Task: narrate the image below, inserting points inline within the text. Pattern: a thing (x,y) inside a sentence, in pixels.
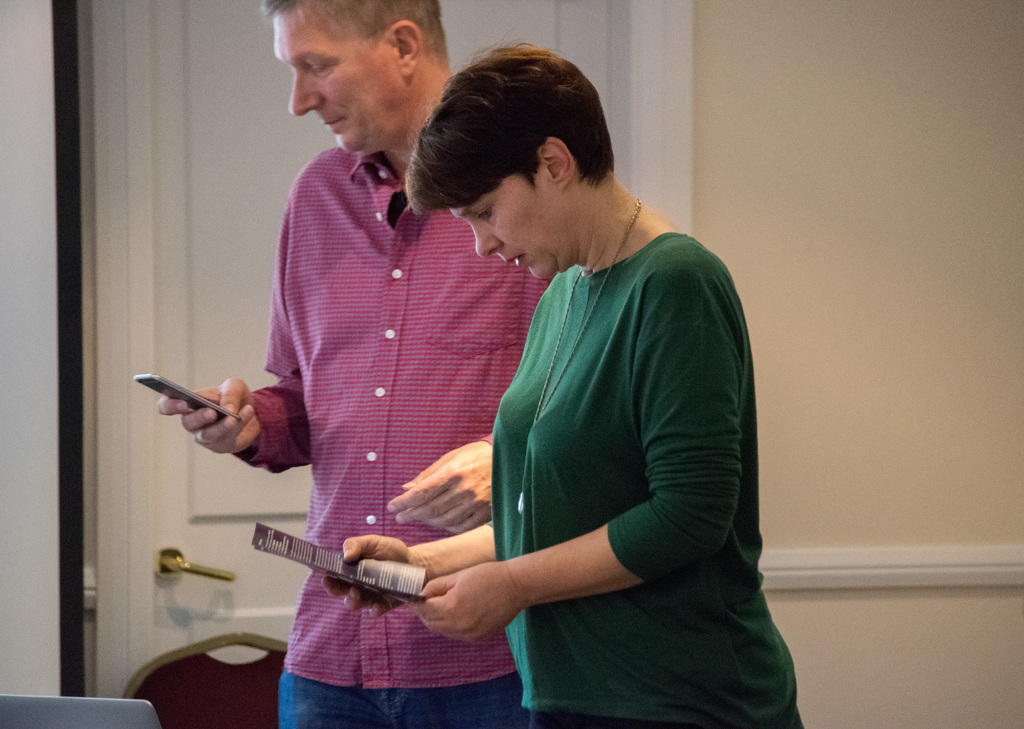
In this picture I can see there is a man (419,425) and a woman (649,669) standing, the man (427,488) is holding a smartphone (227,409) and the woman (569,505) is holding a paper (272,536). There is a laptop (65,717) and a chair (175,680) at left side (101,716). In the backdrop (743,200) there is a wall (844,267) and a door (189,65).
